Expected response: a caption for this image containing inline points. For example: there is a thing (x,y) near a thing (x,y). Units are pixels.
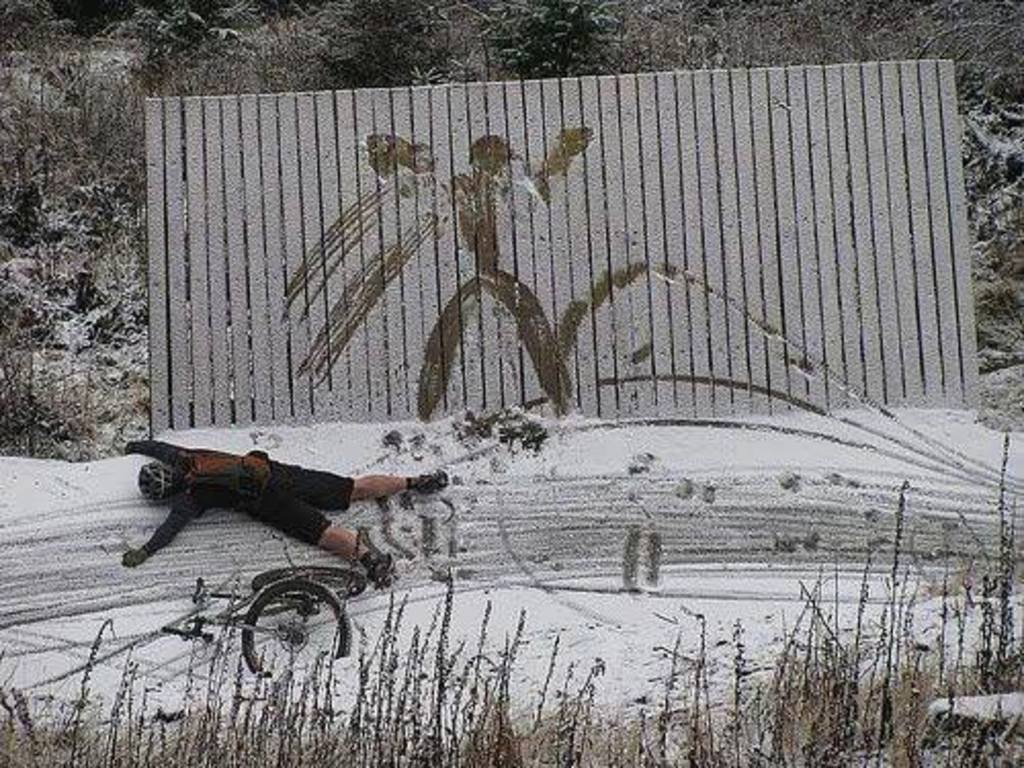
in this image there is one person (253,457) is lying on the ground (199,531) as we can at left side of this image (263,500) and there is a wall (510,330) in middle of this image (484,262) and there are some plants (426,63) in the background (83,163) and bottom of this image (221,720) as well and there is a bicycle (298,590) at bottom left side of this image (271,596).
